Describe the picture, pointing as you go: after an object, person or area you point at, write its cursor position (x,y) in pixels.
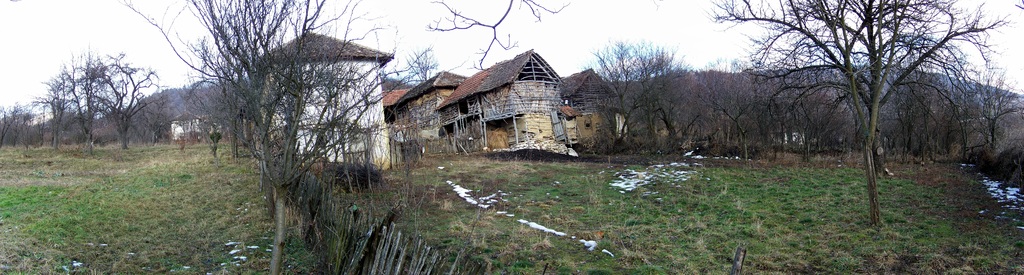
In this image we can see some trees (274,146), grass (127,209) there are some houses (523,127) which are in the shape of huts (375,117) and in the background of the image (500,26) there are some mountains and clear sky (147,55).
